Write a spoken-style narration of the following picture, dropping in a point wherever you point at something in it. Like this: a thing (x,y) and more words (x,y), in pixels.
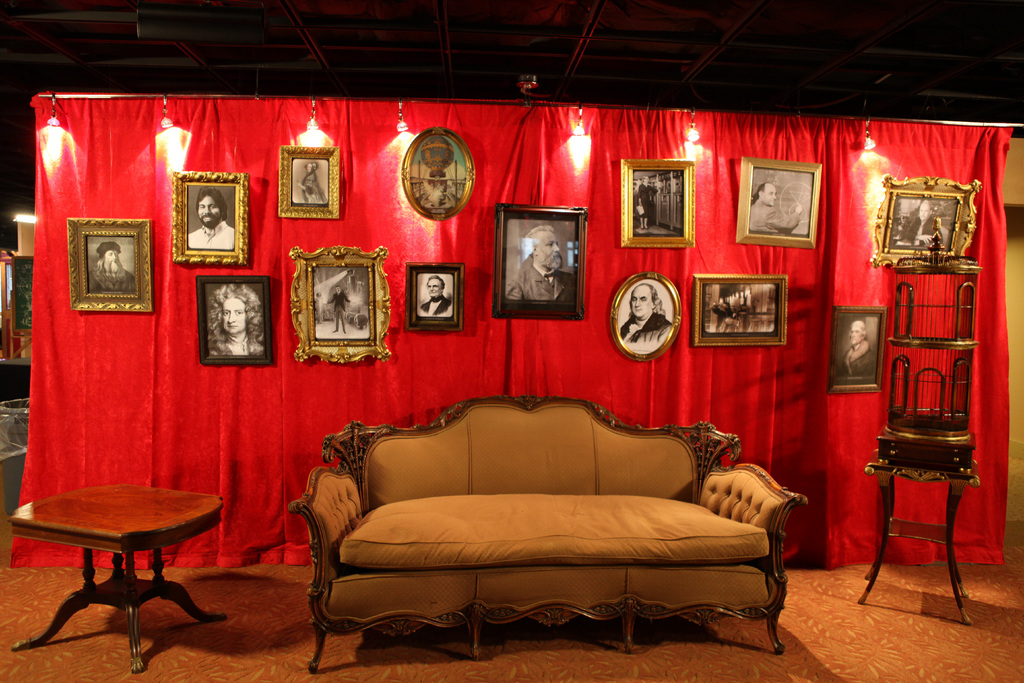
There is a sofa (453,519) with a table (184,514) beside it. There are photo frames (323,187) hanging on to a red color screen (500,140) in the background (833,172).
